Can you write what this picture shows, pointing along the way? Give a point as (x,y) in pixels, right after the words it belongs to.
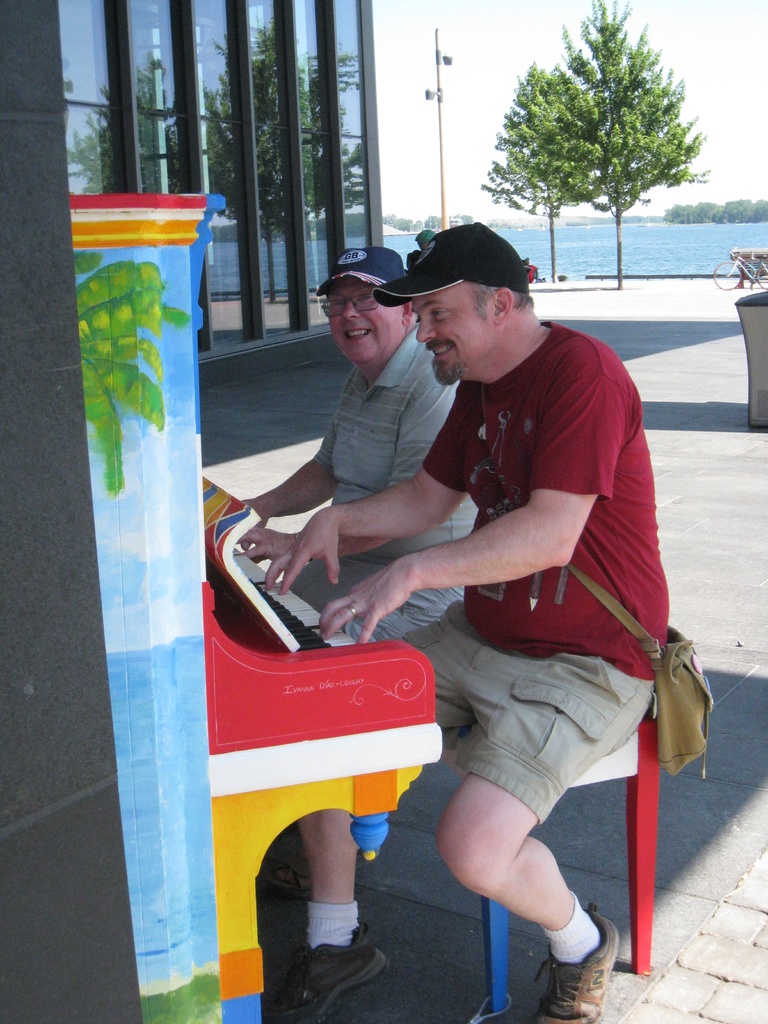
In this image there are 2 persons (355,575) sitting in chair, and playing piano (127,570) and at the back ground (291,53) there is building (96,573), pole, tree (532,173), beach (686,228), sky (668,8), bicycle (734,257).
